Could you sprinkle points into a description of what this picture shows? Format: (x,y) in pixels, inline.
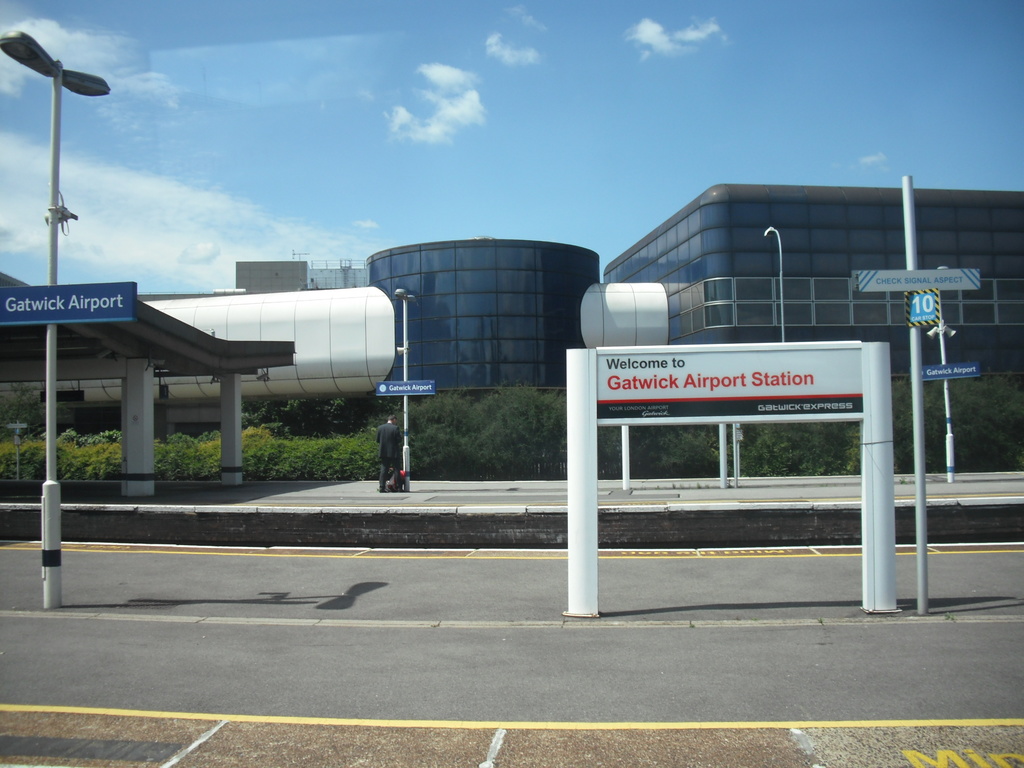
In this picture, we can see glass building (463,299), poles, boards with some text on it, lights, path (1015,566), shed (180,338), pillars (238,443), plants (256,451), and the sky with clouds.
